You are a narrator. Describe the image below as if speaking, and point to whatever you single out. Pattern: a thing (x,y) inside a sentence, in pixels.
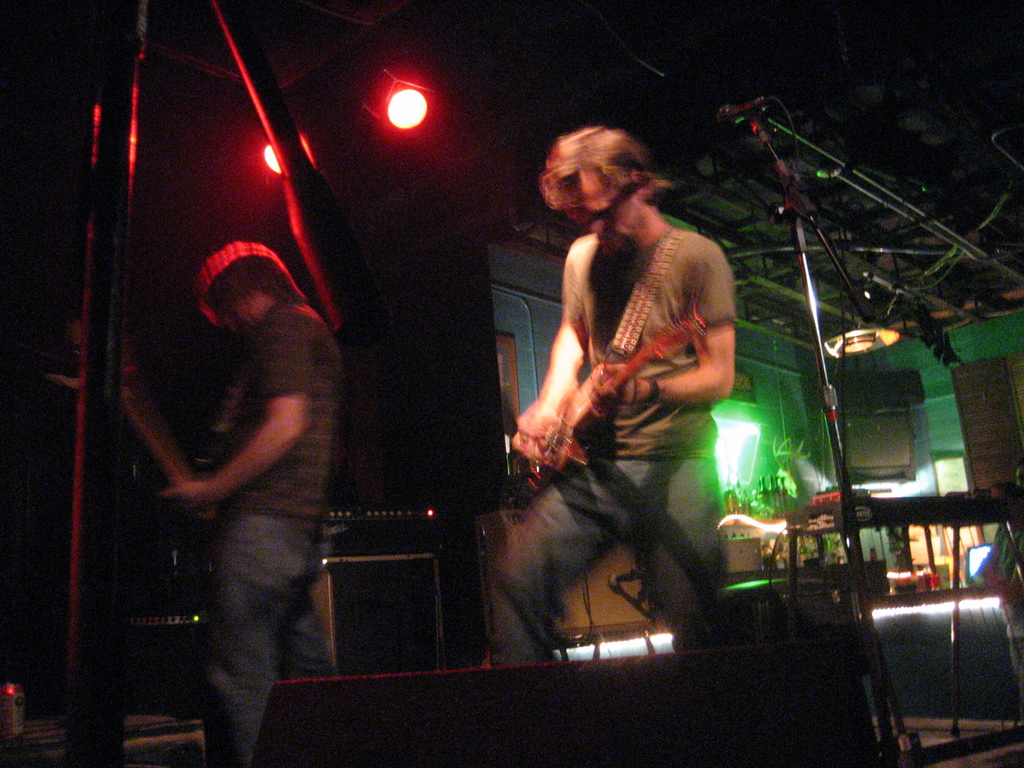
In this image i can see two man (310,438) standing and playing a musical instrument (560,432) at the background (756,343) i can see a micro phone (779,167), a wall (756,367) and a light (735,433).
